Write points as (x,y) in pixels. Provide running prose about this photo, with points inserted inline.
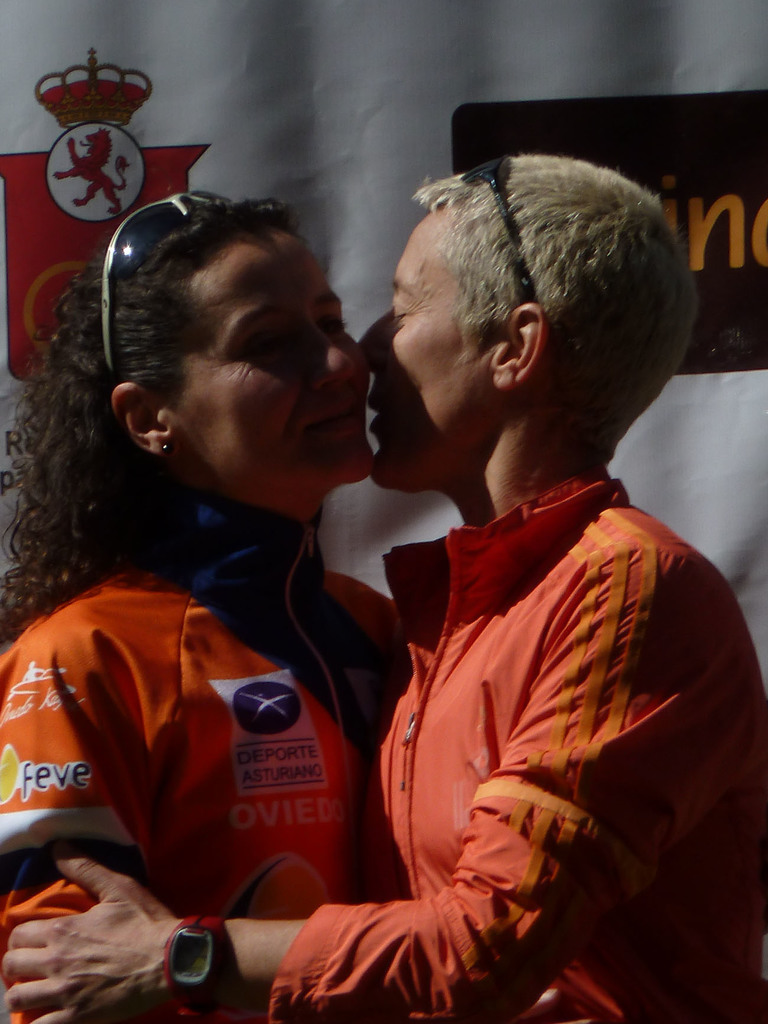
On the left side (202,574), there is a woman (197,661) in an orange color T-shirt (122,709), smiling and hugging with another woman (671,656) who is kissing her cheek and holding her. In the background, there is a banner (641,40).
